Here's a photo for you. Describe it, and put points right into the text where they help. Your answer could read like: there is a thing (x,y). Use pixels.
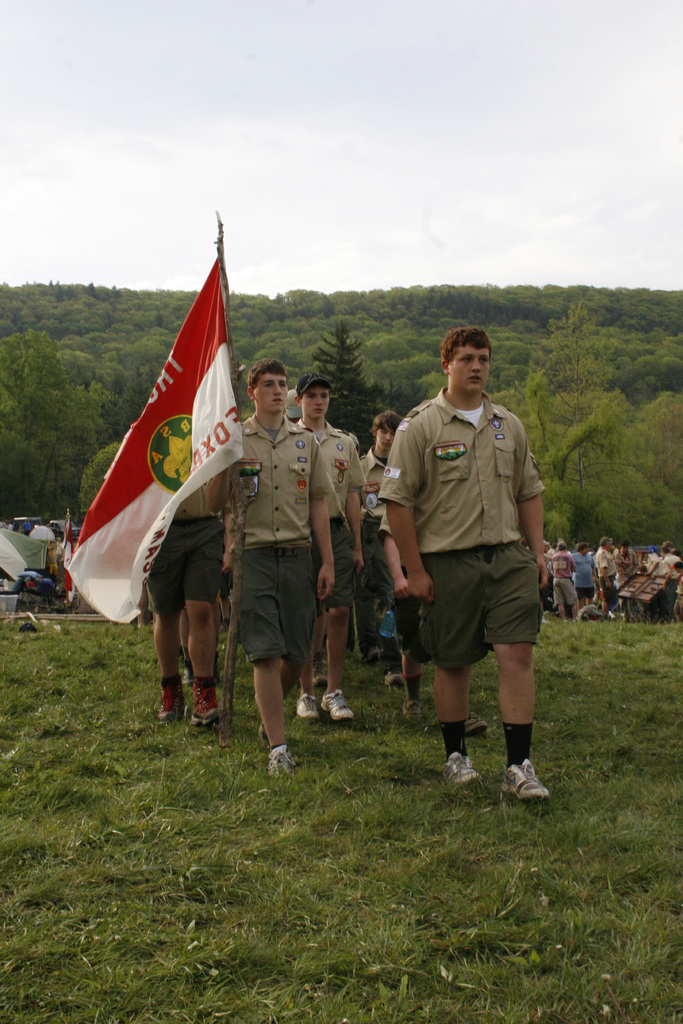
In the center of the image (304,509) there are boys (510,632). The boy (280,621) standing on the left (204,381) is holding a flag (186,339). At the bottom (215,881) there is grass (443,813). In the background (56,317) there are people (599,553), trees (635,445) and sky (232,160).
